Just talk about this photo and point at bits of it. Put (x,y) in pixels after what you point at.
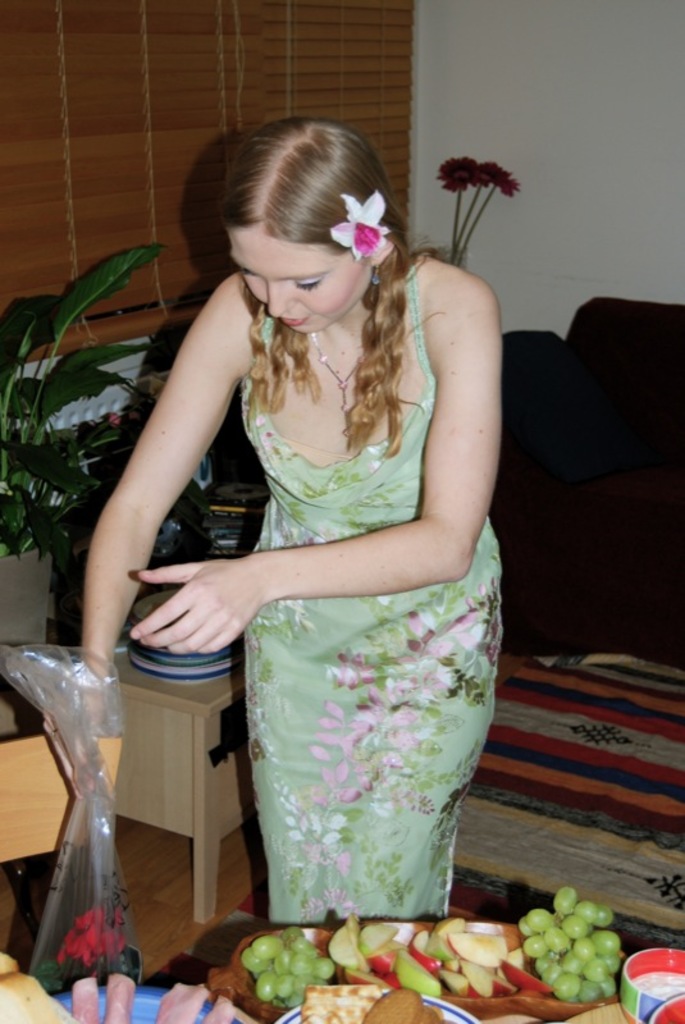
In this image, we can see a girl (217,327) standing and there are some fruits (572,928) in the plate (468,936), we can see a flower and there is a wall (501,211).
